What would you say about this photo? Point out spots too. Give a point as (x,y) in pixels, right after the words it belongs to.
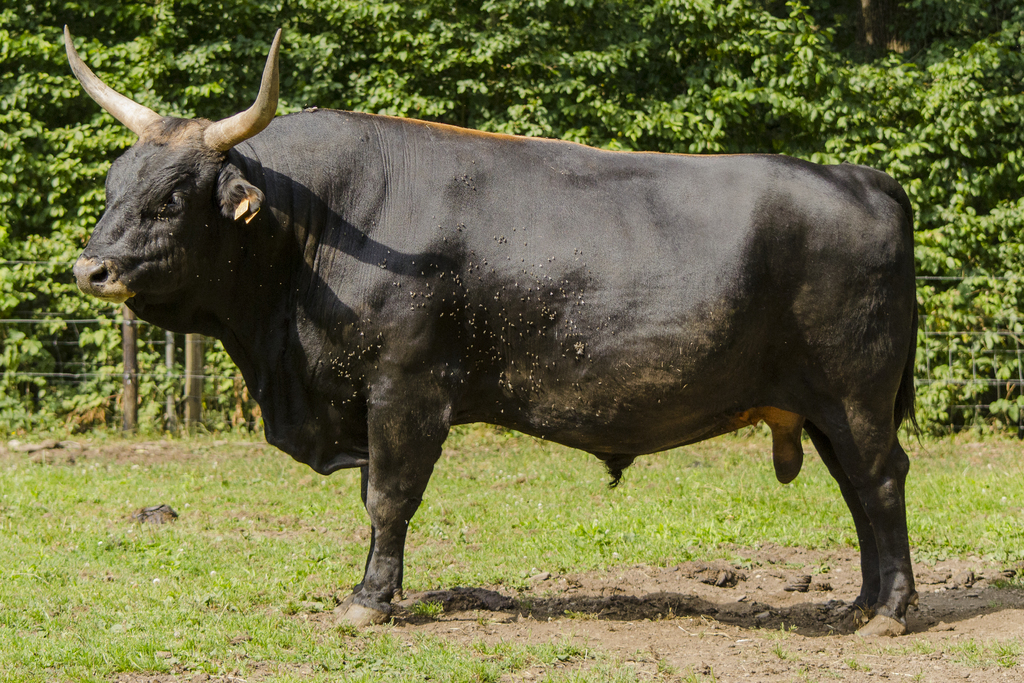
In this image I can see grass ground (241,527) and in the front (304,405) I can see a black colour bull (559,438) is standing. In the background (980,205) I can see number of trees (584,82), few poles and few wires (44,322).
